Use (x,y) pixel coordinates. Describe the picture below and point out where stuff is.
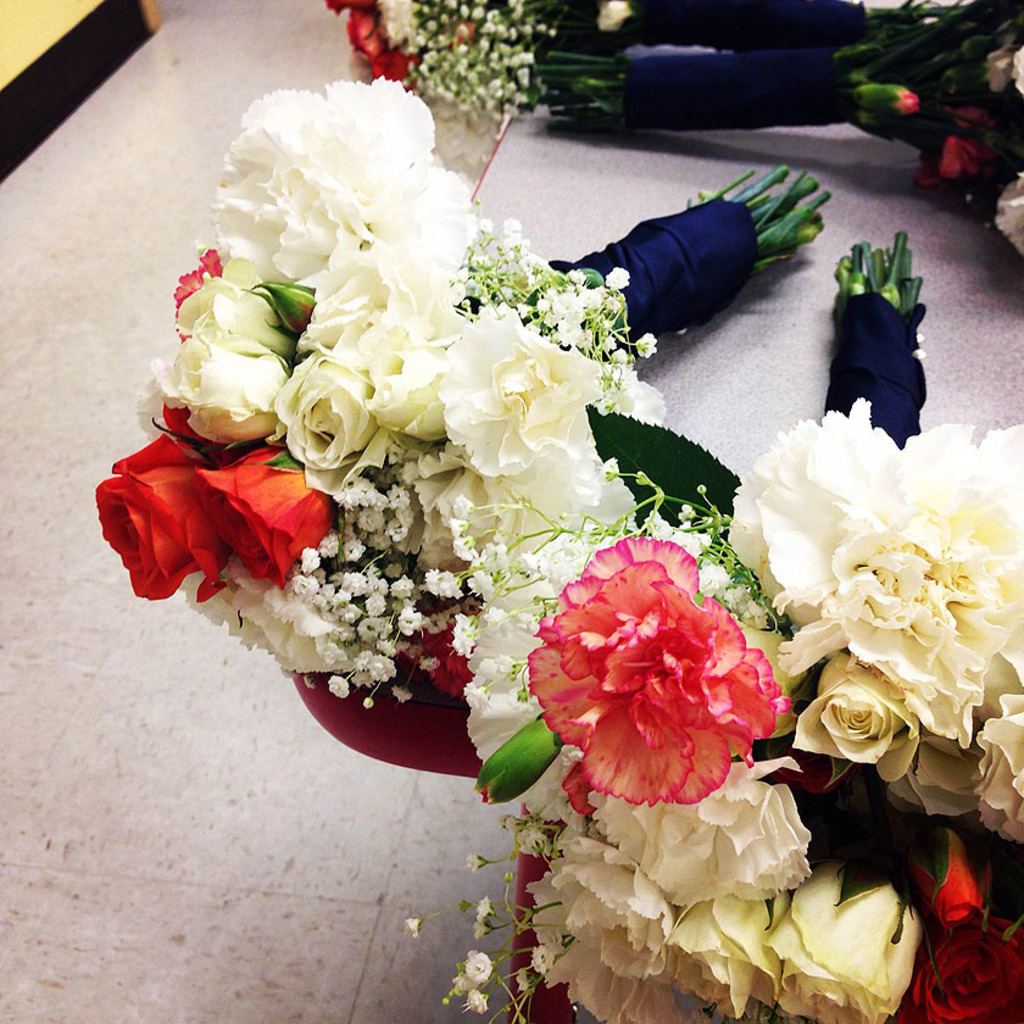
In this image we can see bunches of flowers (595,320) on the table (409,714).
